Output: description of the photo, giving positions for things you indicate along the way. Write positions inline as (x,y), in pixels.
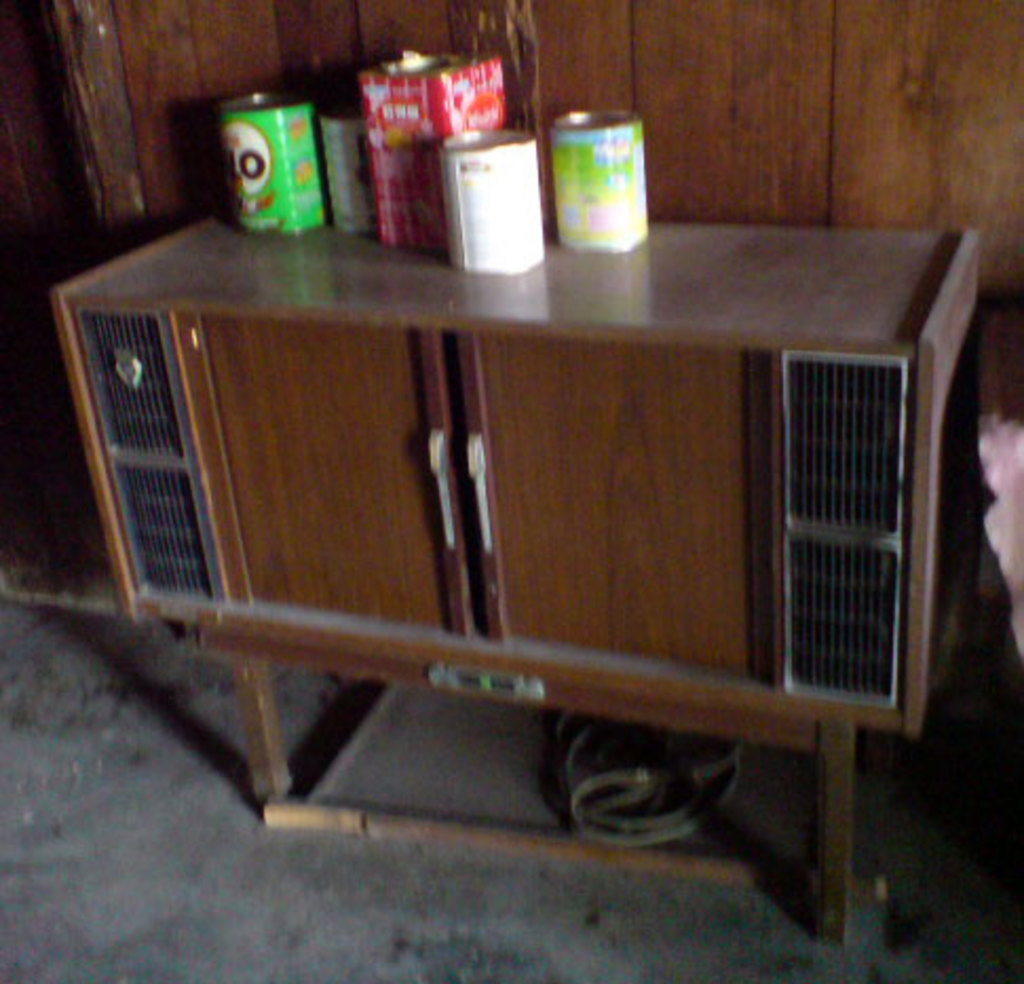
This image is taken indoors. At the bottom of the image (394,910) there is a floor (137,715). In the background (553,77) there is a wooden wall (152,134). In the middle of the image (434,411) there is a cupboard (541,569) and there are a few things (420,164) on the cupboard (583,266).
